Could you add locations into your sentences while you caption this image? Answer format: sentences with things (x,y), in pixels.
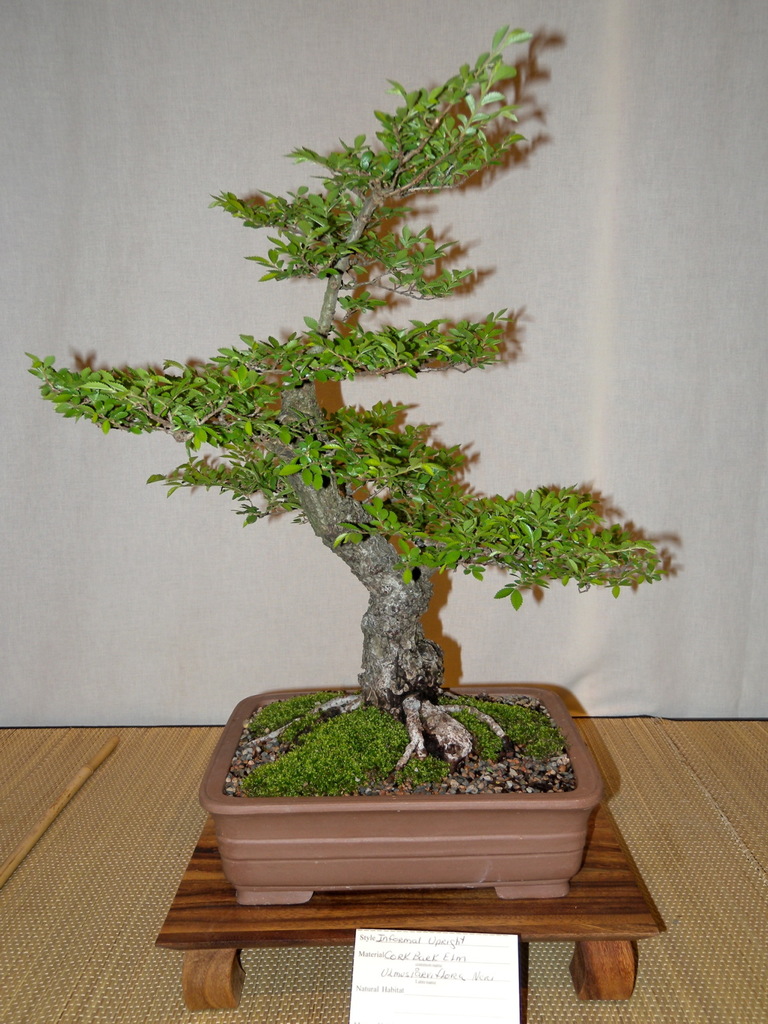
In this image in the center (355,526) there is a plant (413,680) in the pot (357,826) which is on the stool (423,907). In the background (74,315) there is a white curtain (681,389) and in front of the plant (334,522) there is a board (437,994) with some text (419,964) written on it.
